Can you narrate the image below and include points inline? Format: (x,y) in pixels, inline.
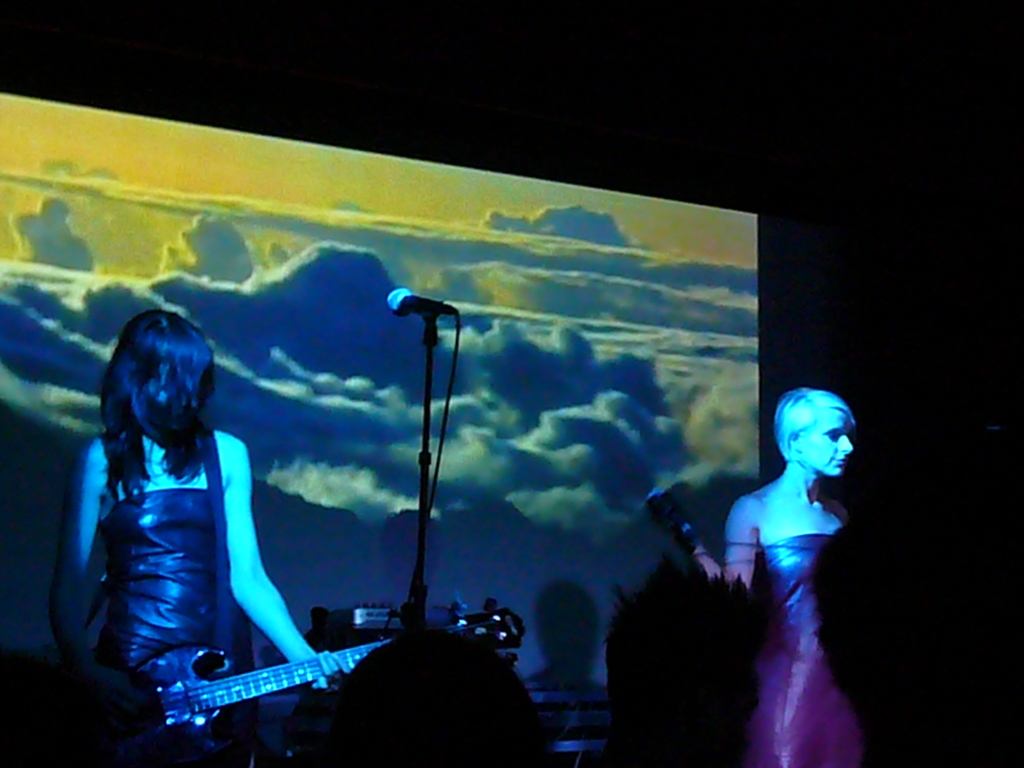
Here we can see two women (246,545) are standing, and she is holding the guitar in her hands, and in front (434,327) here is the microphone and stand (431,344), and at back (628,287) here are the sky (351,260) is cloudy.
